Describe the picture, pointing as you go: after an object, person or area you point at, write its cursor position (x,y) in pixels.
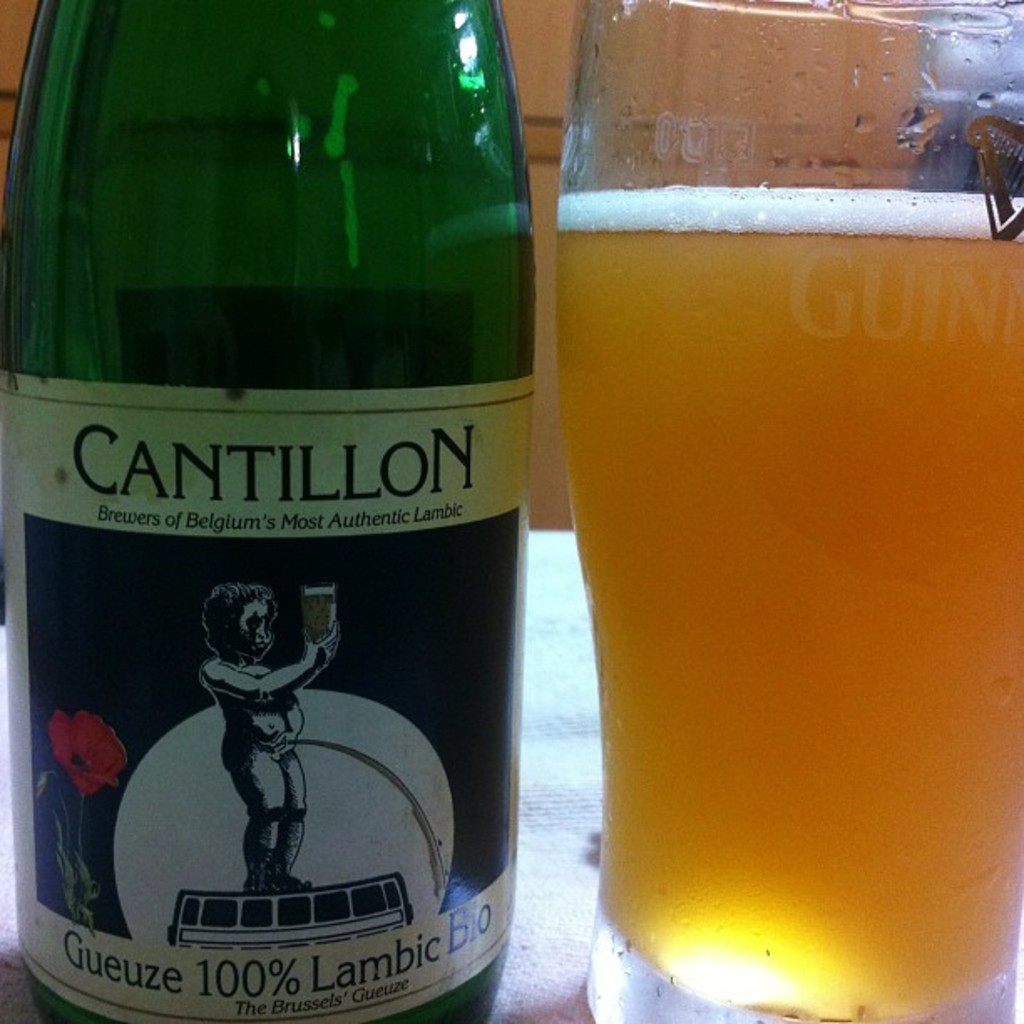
There is a green glass bottle (331,287) on the table (520,895) and a glass (790,340) beside it.
